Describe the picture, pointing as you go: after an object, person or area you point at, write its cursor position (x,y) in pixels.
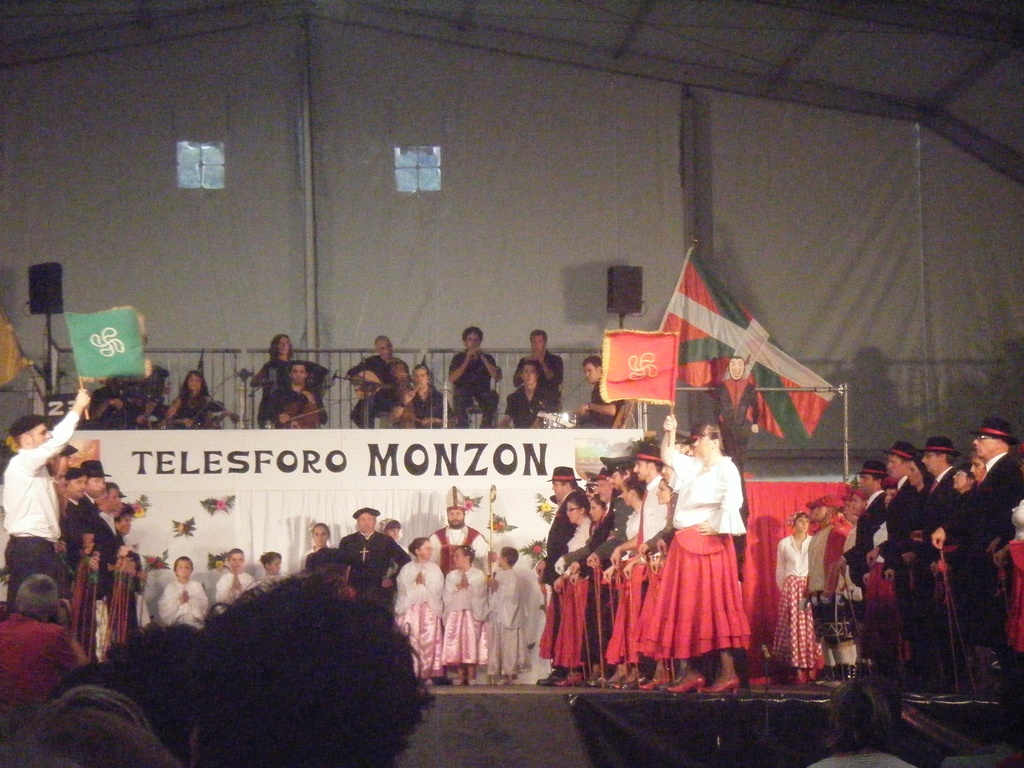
In this picture we can see a group of people (208,669), some people (35,557) are holding flags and in the background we can see a banner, speakers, poles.
